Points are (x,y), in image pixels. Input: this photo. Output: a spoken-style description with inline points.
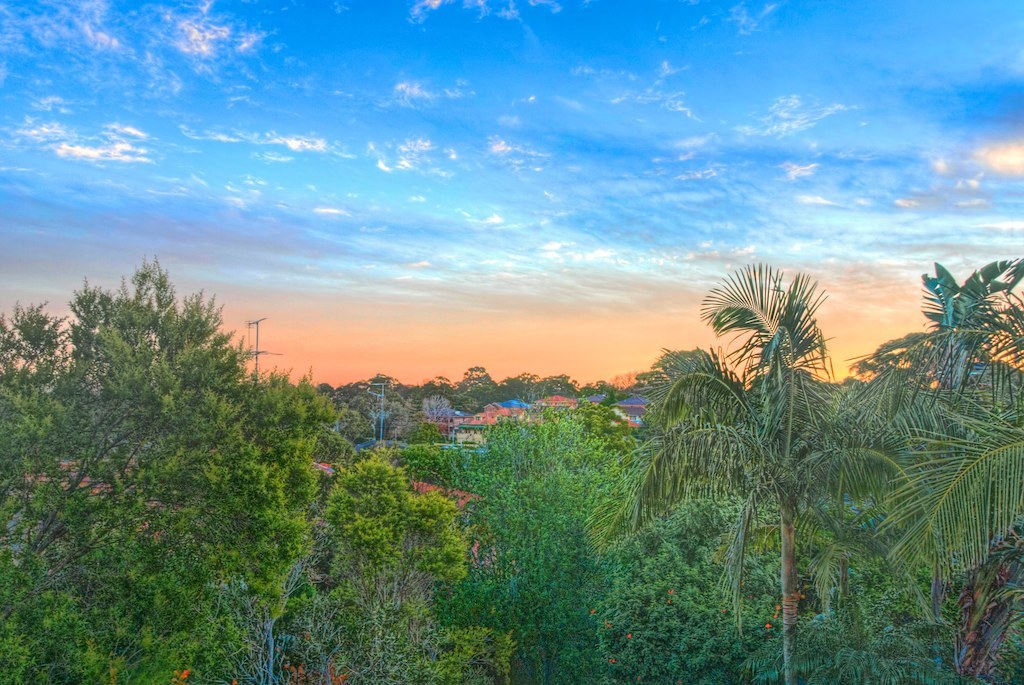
In this image at the bottom (419,524) there are trees (249,399) visible, in the middle (519,377) there are poles (258,326), might be houses (559,403) and trees (610,402) visible, at the top (423,164) there is the sky (780,154).
